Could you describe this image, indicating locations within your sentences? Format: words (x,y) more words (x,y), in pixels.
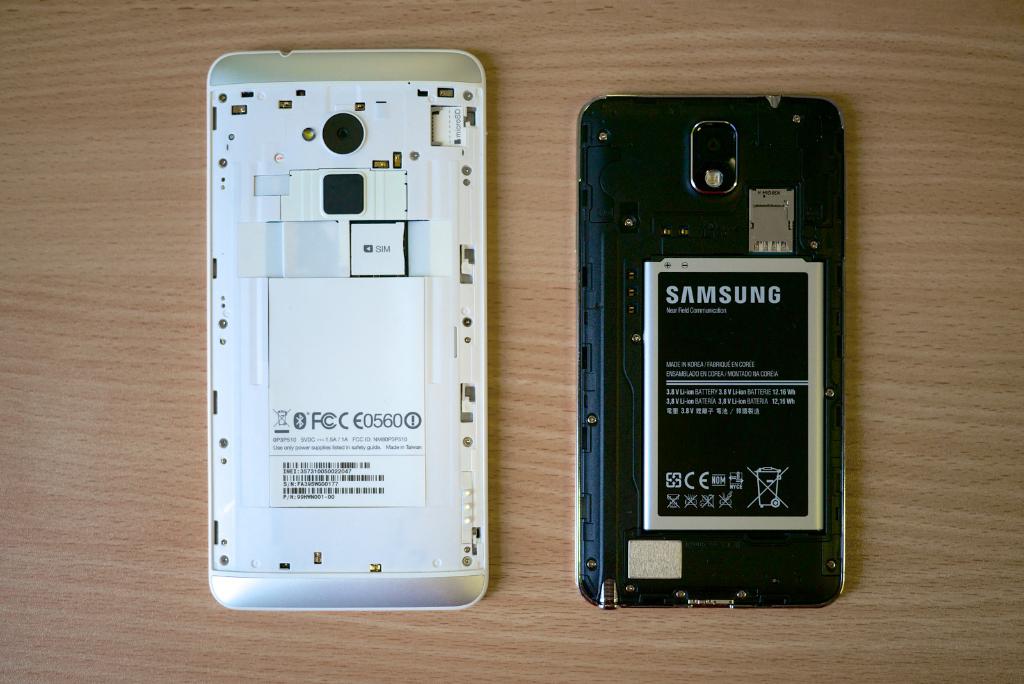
In this picture we can see two mobiles (256,119) with batteries (315,361) on a table (618,77).
